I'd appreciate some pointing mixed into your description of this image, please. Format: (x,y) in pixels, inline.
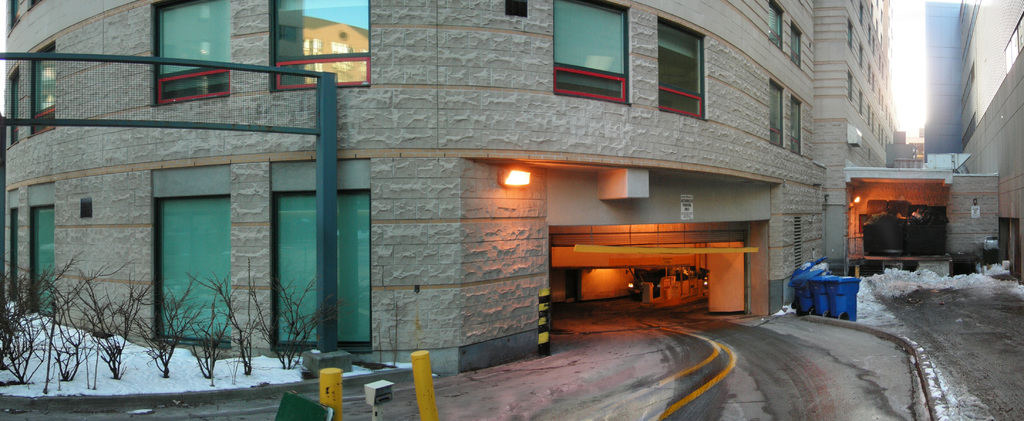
In this image there is a building (472,197) as we can see in middle of this image (506,216). There are some plants (178,335) on the bottom left side of this image (145,320) and there are some objects (816,291) kept on the right side of this image (817,285), and the objects (818,289) are in blue color. There is one light (507,183) in middle of this image (526,182).
